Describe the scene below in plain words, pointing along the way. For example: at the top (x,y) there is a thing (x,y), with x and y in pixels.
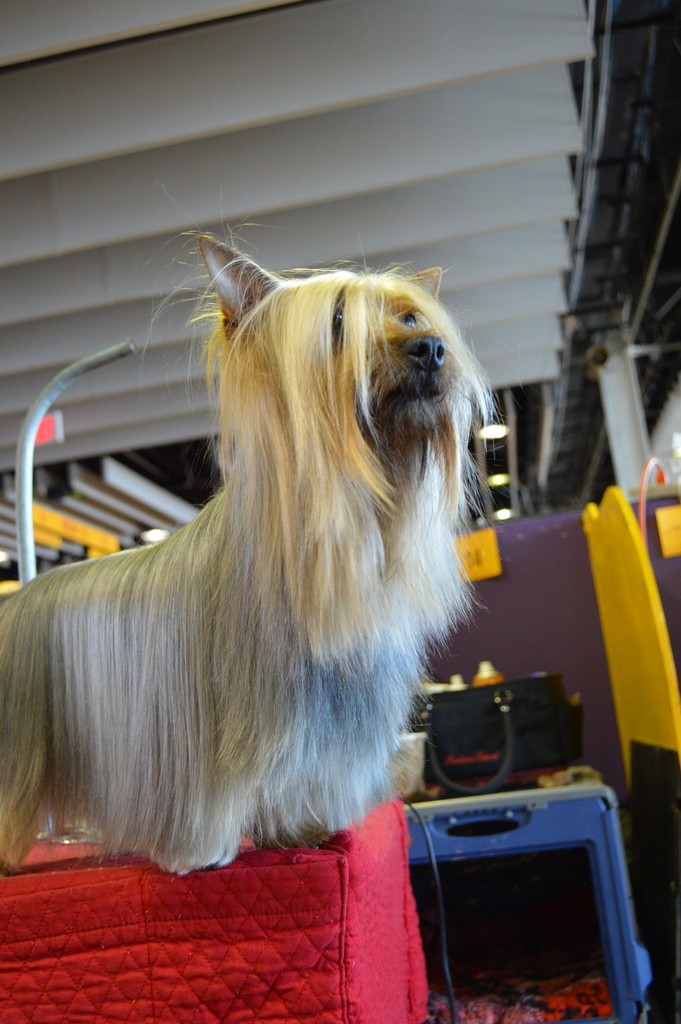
In the picture we can see a dog (76,740) with full of fur (273,440) to it standing on the red color cloth table (305,863) and besides we can see a some things (460,746) are placed on the path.
